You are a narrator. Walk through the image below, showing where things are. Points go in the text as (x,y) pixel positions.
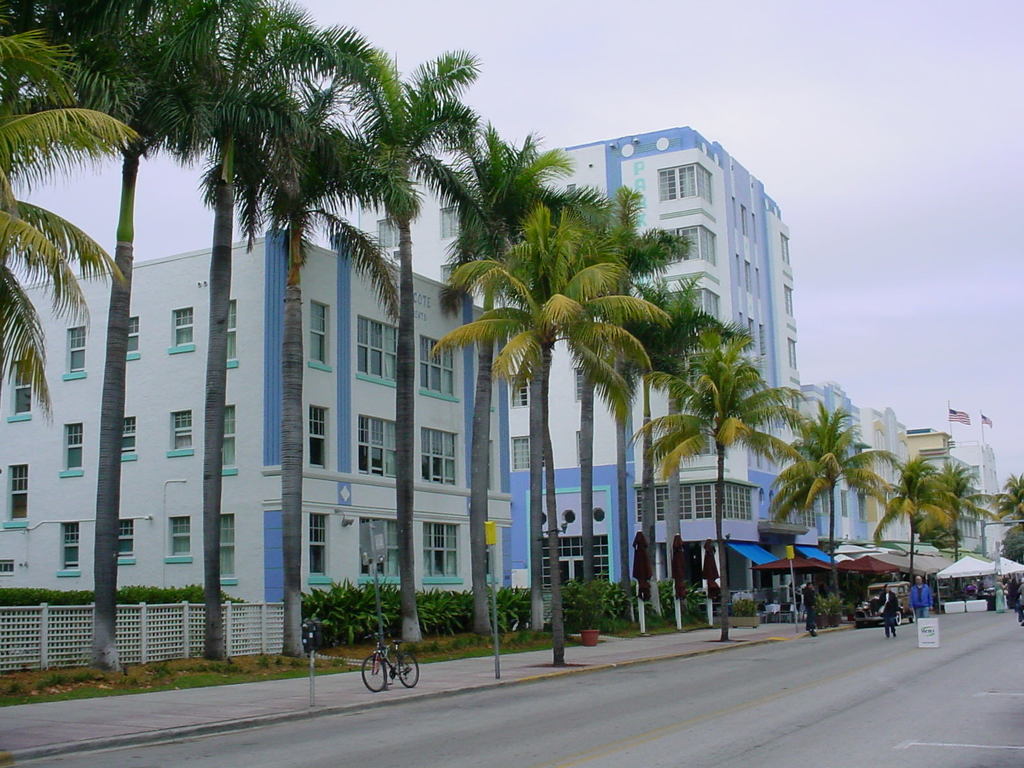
In this image there is a road (834,639) on the right side (868,671). There are buildings (341,322) beside the road (903,680). On the footpath (537,666) there are trees (548,491). On the left side (117,636) bottom there is a fence (65,630). At the top (814,231) there is the sky (811,234). There is a cycle (400,677) on the footpath (445,674).
